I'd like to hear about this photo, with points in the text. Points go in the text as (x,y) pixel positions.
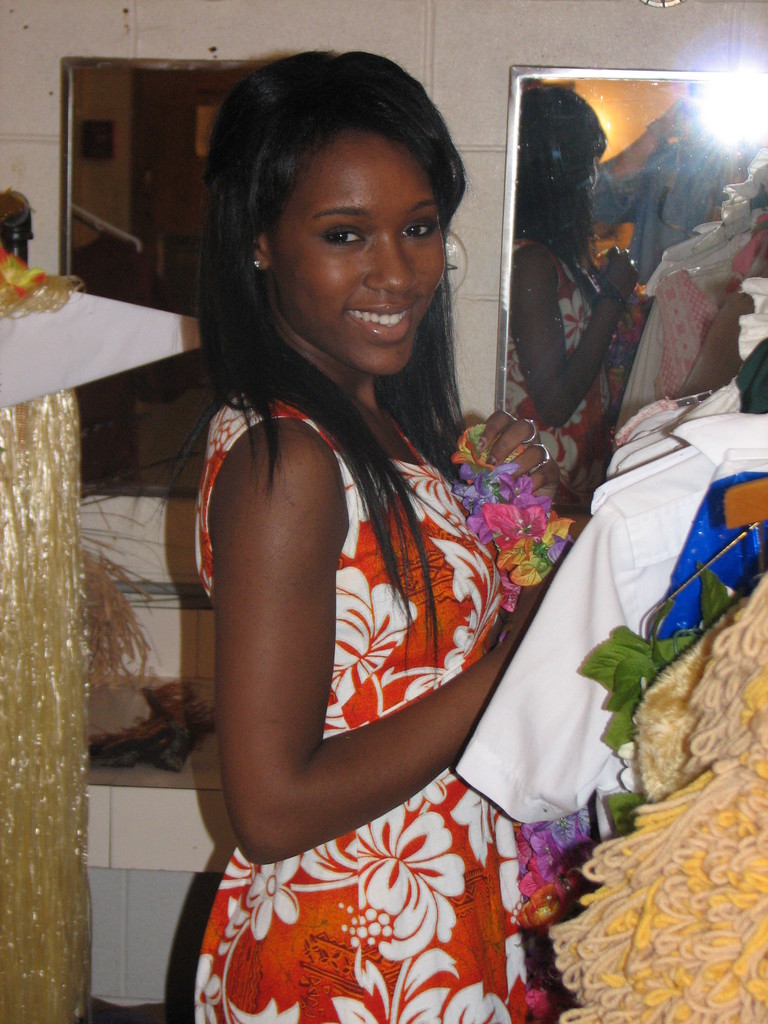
In this image we can see a lady (318,726) holding flowers (478,523). In the back (596,104) there are mirrors (589,232). On the mirror (723,95) we can see reflection (534,303) of this lady (534,288) and another person (673,219) and there is light (728,118). On the right side (619,458) there are dresses (662,596).
